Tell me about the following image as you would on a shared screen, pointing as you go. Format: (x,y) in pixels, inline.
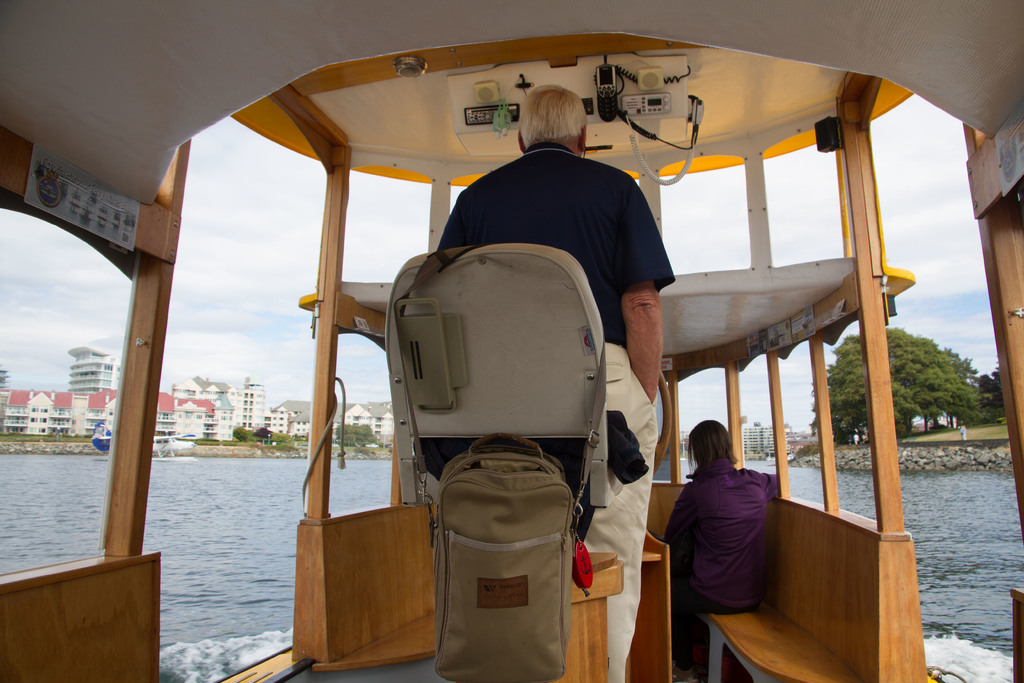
In this picture we can see man (639,542) standing and at back of him we have bag (495,494) hanged to chair (565,404) and in front other person (721,545) sitting on bench (749,655) and in background (231,406) we can see buildings (225,415), water (254,504), trees (911,415), wall (855,451), telephone (610,111), wires (617,74) and this is looking like ship (318,667).
